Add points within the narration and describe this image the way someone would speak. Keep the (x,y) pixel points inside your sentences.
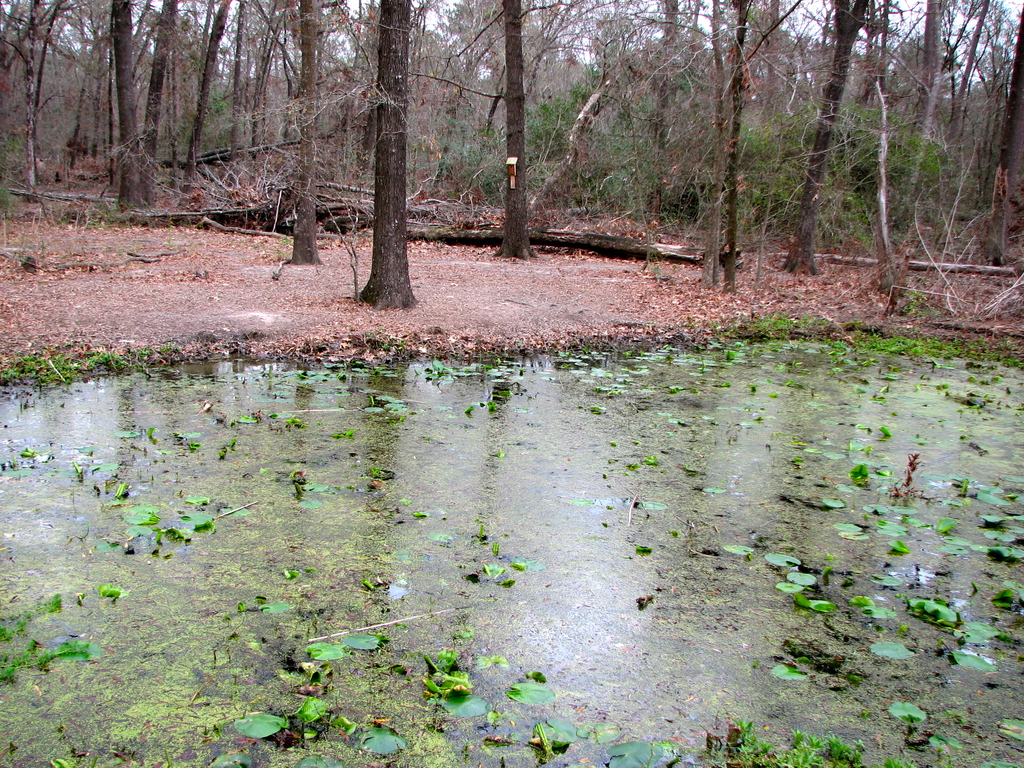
In this picture I can see the many trees (706,187). At the bottom (308,638) I can see the leaves (236,760) on the water (847,732). At the top (919,28) there is a sky (413,2). On the right (1019,291) I can see some tree woods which is fell down.
